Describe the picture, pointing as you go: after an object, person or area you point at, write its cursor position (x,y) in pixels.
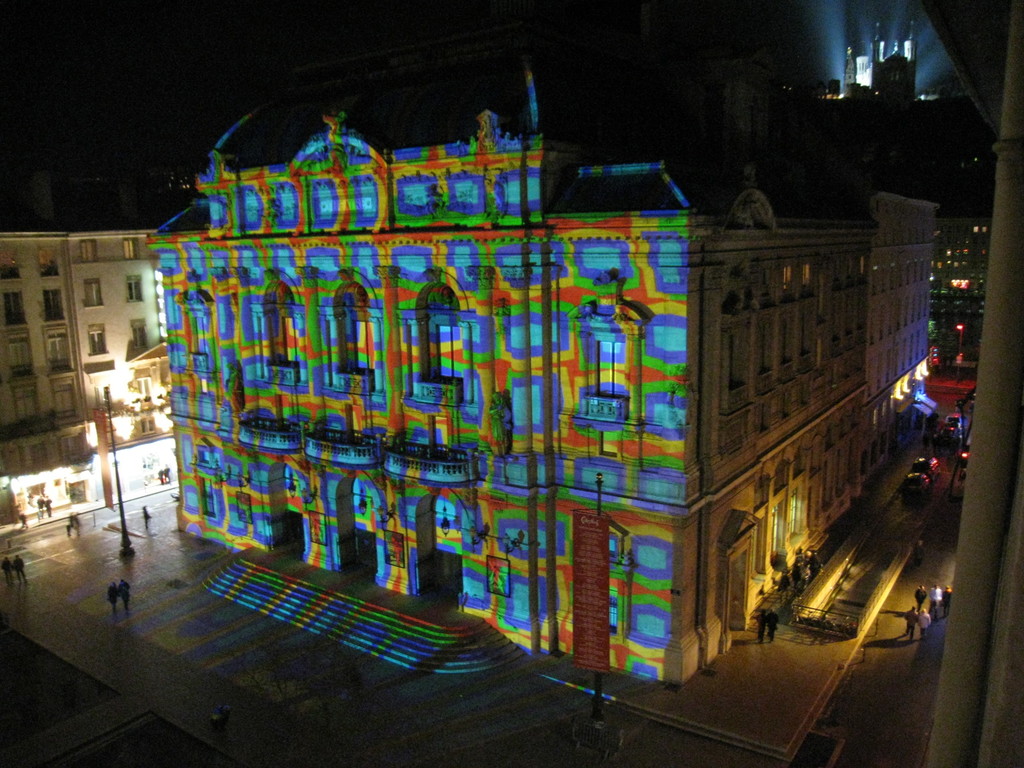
In this image in the center (550,507) there is one palace (743,363) and beside the palace (286,337) there is one building (118,421), and at the bottom (184,632) there is a floor (818,654). On the floor (93,610) there are some people (911,623) who are walking and also there are some stairs (311,590). In the background (874,56) there are some buildings (874,56), on the right side (927,461) there are some vehicles (954,434) on the road (871,654).
